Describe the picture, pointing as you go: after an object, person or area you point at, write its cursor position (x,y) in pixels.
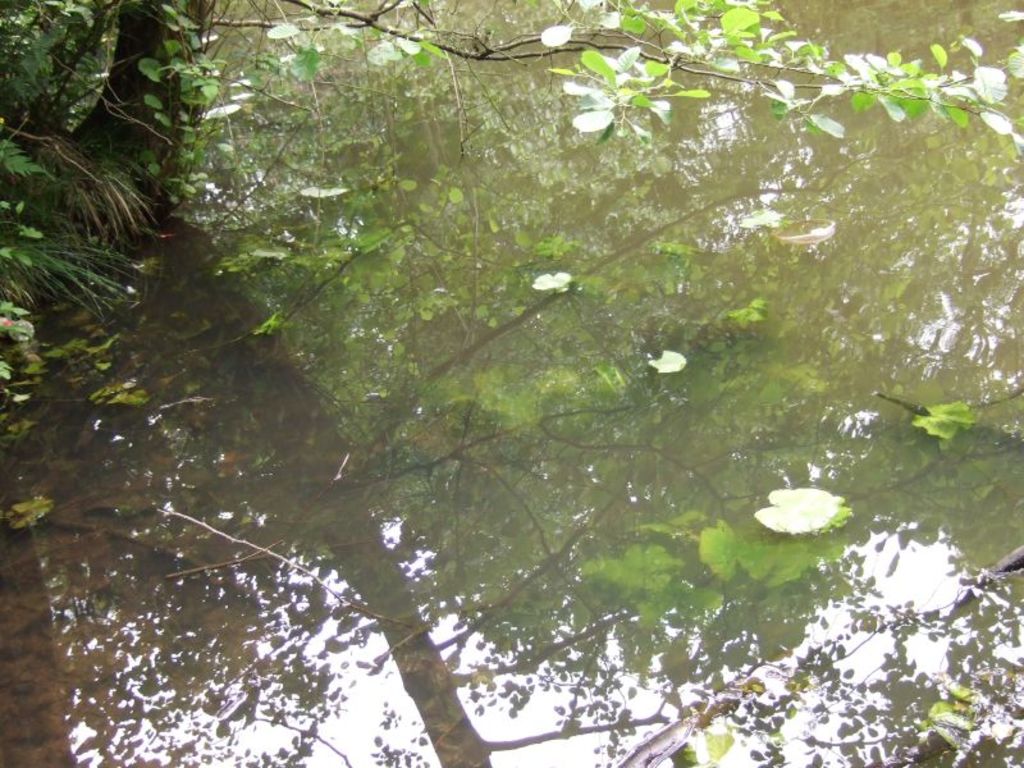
In the picture there is a water surface (379,315) and there is a reflection (384,388) of a tree (385,599) can be seen on the water surface (899,344).
